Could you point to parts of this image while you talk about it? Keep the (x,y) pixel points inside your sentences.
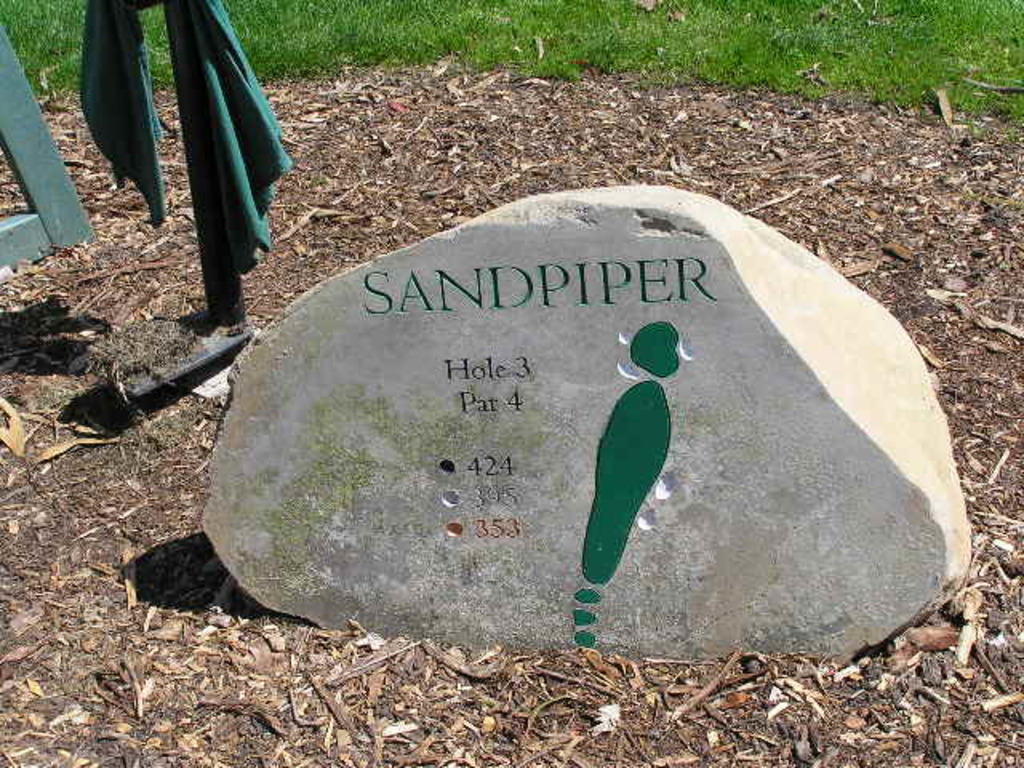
In this image we can see a stone (263,553) on which we can see some text (513,466). Here we can see the dry leaves (186,423) on the ground (259,765), cloth (139,184) to the pole (221,296), wooden stick (26,236) and grass (988,47) in the background (1016,50).
